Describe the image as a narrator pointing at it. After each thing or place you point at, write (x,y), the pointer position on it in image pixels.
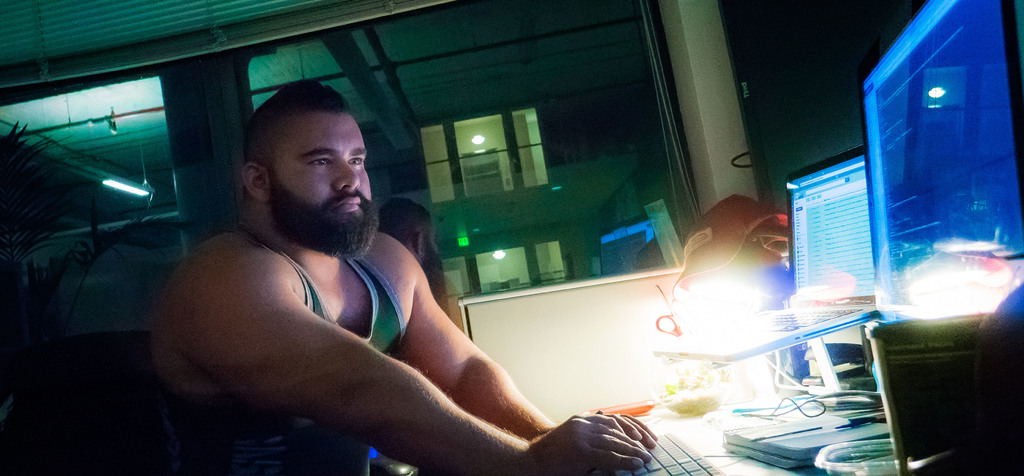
In this image I can see a man (399,391) and his hand (655,437) is on keyboard (683,452). I can see two screens (883,216) and in the background (114,189) I can see plant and tube light (147,194).
